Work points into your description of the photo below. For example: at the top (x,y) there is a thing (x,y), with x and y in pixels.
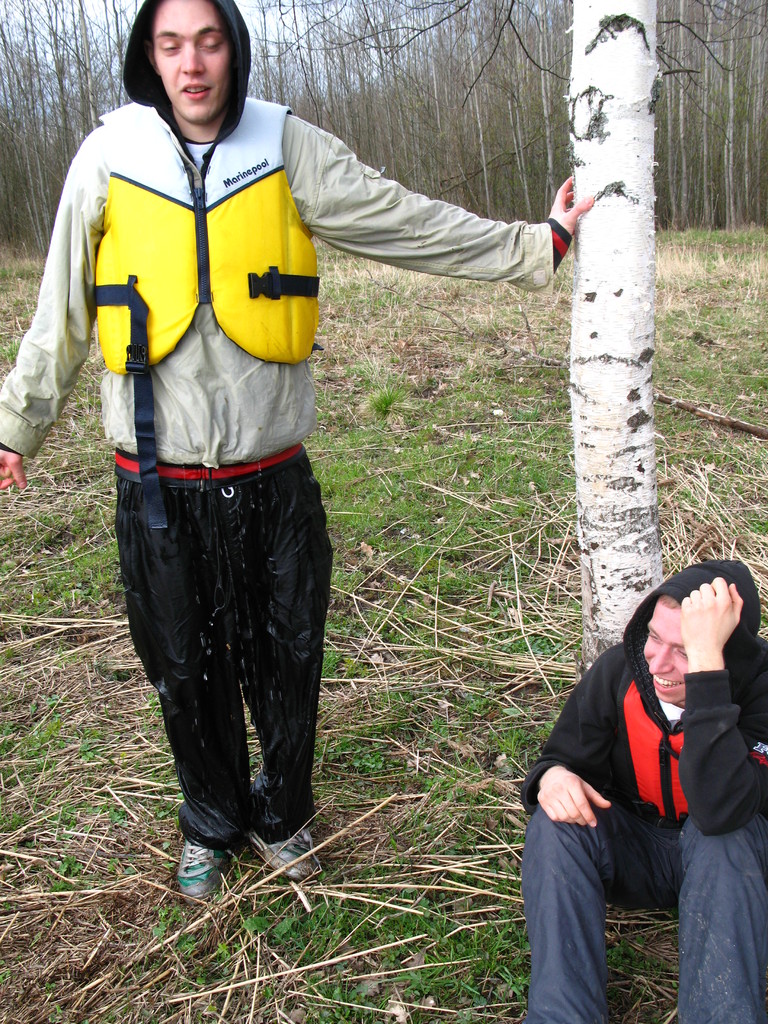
In this picture I can see a person (595,736) sitting, there is another person (331,160) standing, there is grass (551,336), and in the background (530,198) there are trees (475,197).
